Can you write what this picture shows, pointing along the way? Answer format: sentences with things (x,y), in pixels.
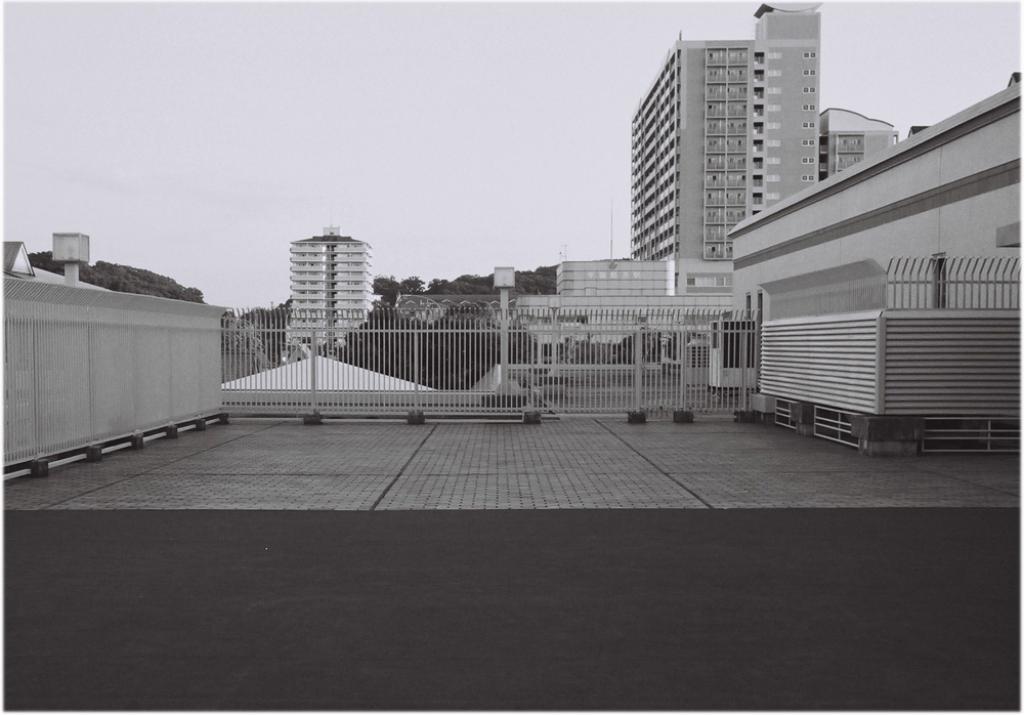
This is a black and white picture, in this image we can see a few buildings (602,274), there are some trees (405,368), windows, fence (497,341), poles (505,351) and lights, also we can see the sky (452,260).
